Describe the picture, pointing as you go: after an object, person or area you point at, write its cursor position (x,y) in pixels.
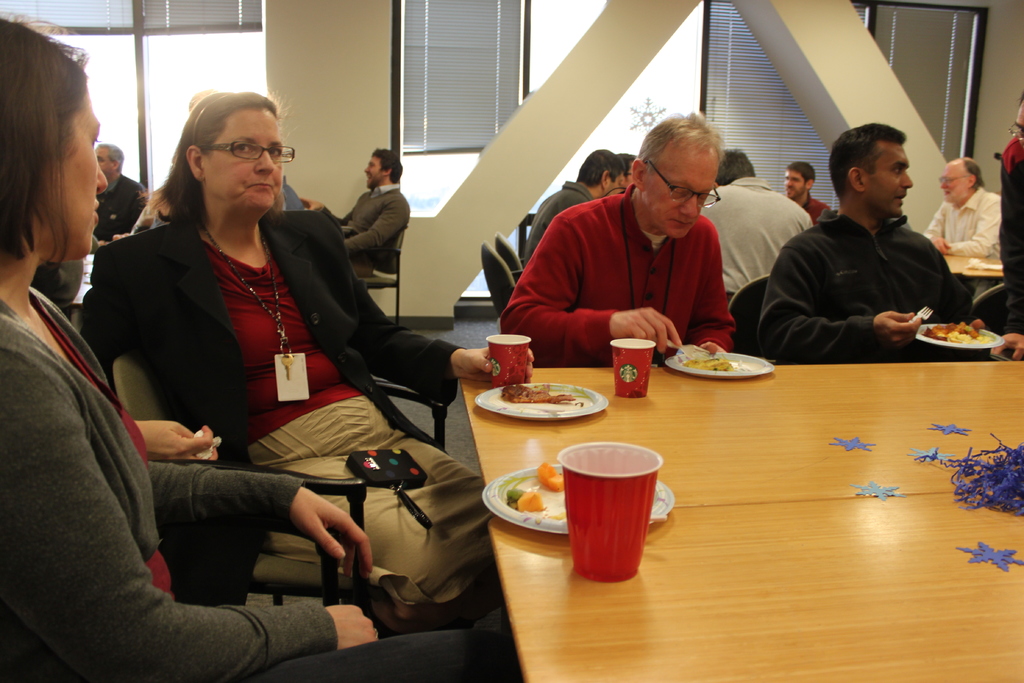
This picture describe the inside view of the hall (469,338) in which group of people (306,463) are sitting around the table (635,640) and having the snack (539,401) and drinks (580,481), In front (217,310) we can see woman (216,336) sitting and wearing black jacket (229,326) with id card (282,370) in neck (259,247) is seeing towards the camera, Beside another man (643,283) eating, Behind we can see other person (785,202) on the table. Behind Two arch pillar (638,57) and glass windows (425,74).
